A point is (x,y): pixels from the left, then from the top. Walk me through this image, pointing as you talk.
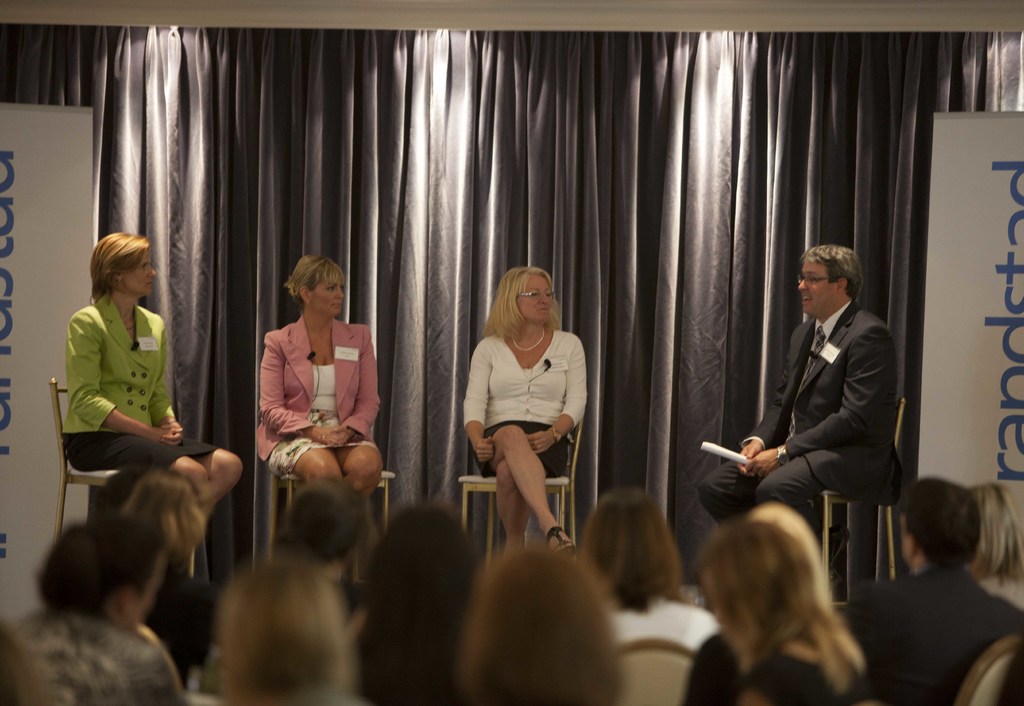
Here we can see four persons (863,358) are sitting on the chairs (840,501) and he is holding a paper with his hands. There are few people (938,637) and banners (70,130). In the background (858,195) there are curtains (574,135).
